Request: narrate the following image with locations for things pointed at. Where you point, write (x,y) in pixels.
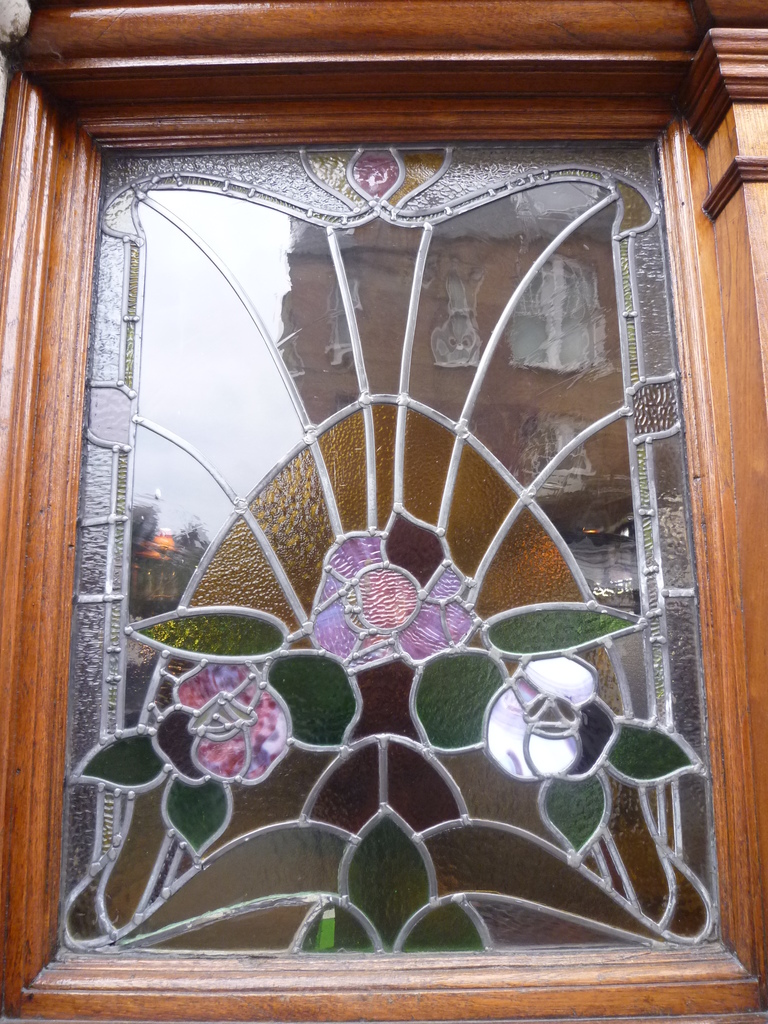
In this image, we can see a glass (384,715) with painting (437,763). Here we can see a wooden piece (40,1020). On the glass (482,469), we can see some reflection (599,406). Here there is a building (317,367) and sky (258,386).
